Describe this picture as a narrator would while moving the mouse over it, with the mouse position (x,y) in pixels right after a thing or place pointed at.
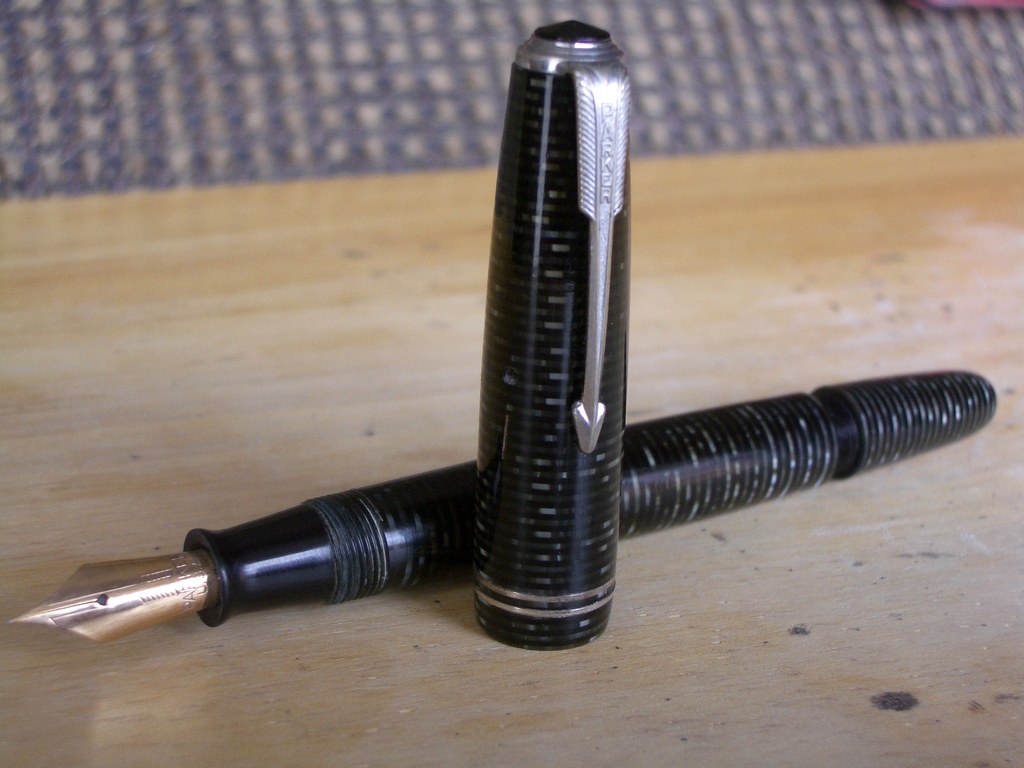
In the picture I can see a pen (438,564) and cap (519,472) which is of black color pen (644,457) which is placed horizontally on surface (890,752) and cap (573,204) which is vertically placed on the surface (52,569).
